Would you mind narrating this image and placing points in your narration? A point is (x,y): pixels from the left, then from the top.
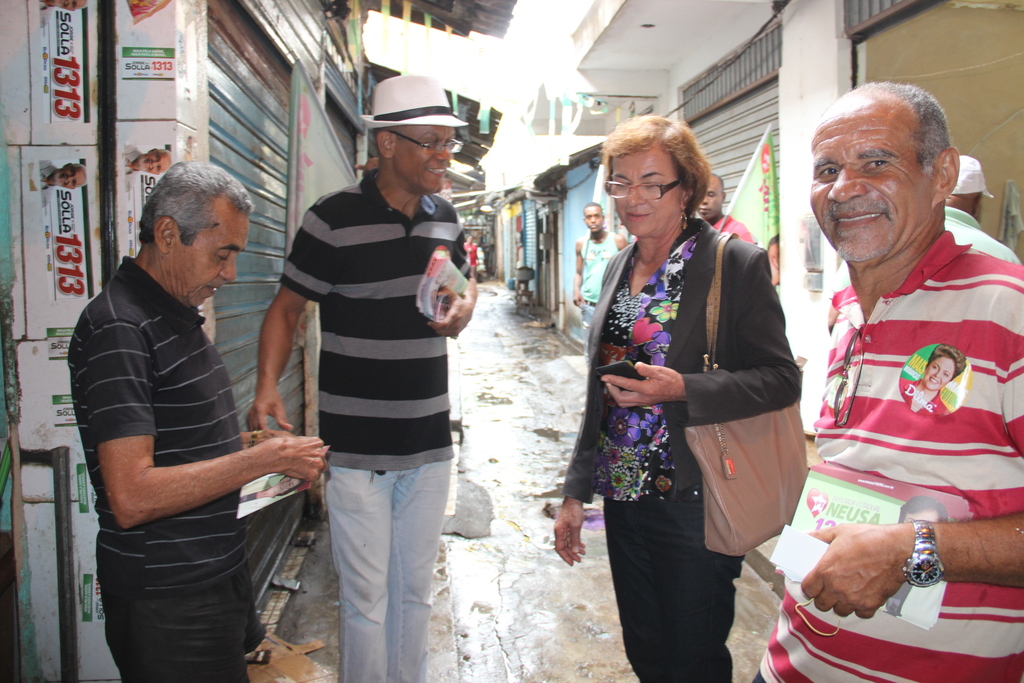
In this picture there are people (421,427) in the image, by holding papers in their hands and there are shops (924,44) on the right (981,66) and left side of the image (337,122).
